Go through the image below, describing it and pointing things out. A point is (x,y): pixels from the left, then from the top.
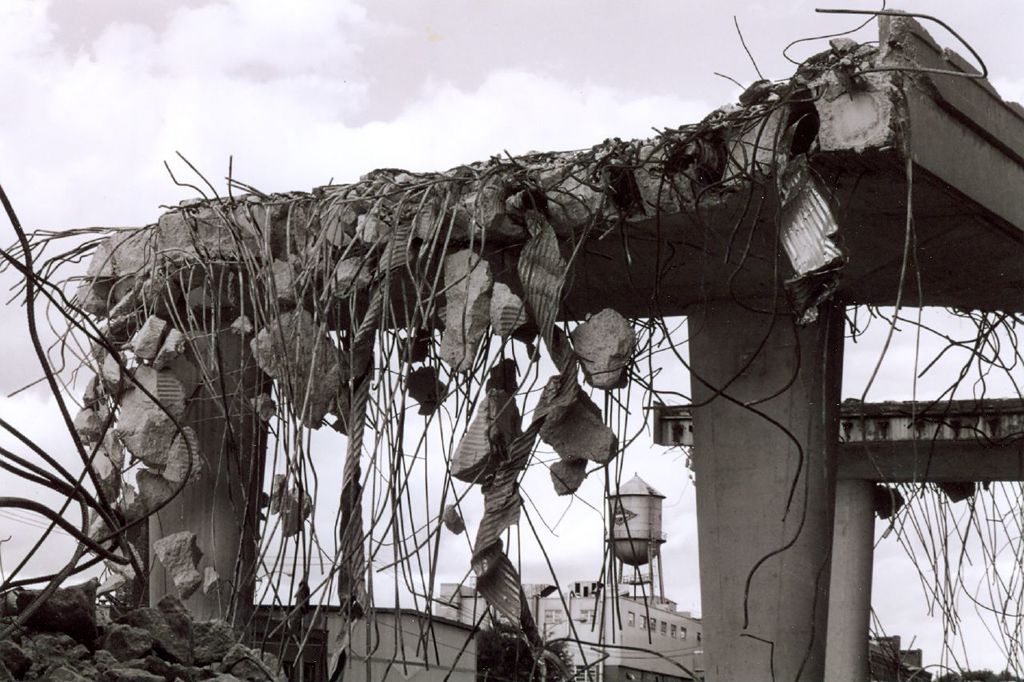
In this image we can see black and white picture. In the center of the image (600,263) we can see a destroyed roof (690,210) with some cement block (518,303) on some rods (259,364). At the bottom of the image (633,642) we can see a group of buildings (637,654) with windows (653,626), a tank (639,520) placed on stands (654,589) and a group of trees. At the top of the image (550,119) we can see the sky (496,22).
